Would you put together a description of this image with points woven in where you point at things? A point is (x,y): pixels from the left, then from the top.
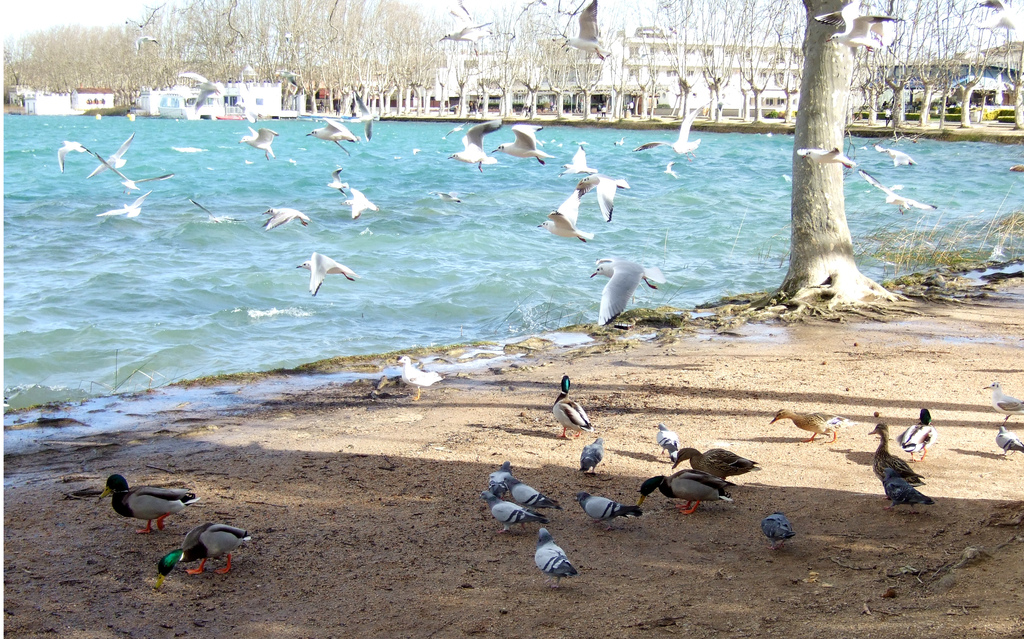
In this picture, we can see a few birds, ground (610,404), trees (848,79) plants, water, buildings (90,100), and a few people (883,107), we can see the sky (925,23).
